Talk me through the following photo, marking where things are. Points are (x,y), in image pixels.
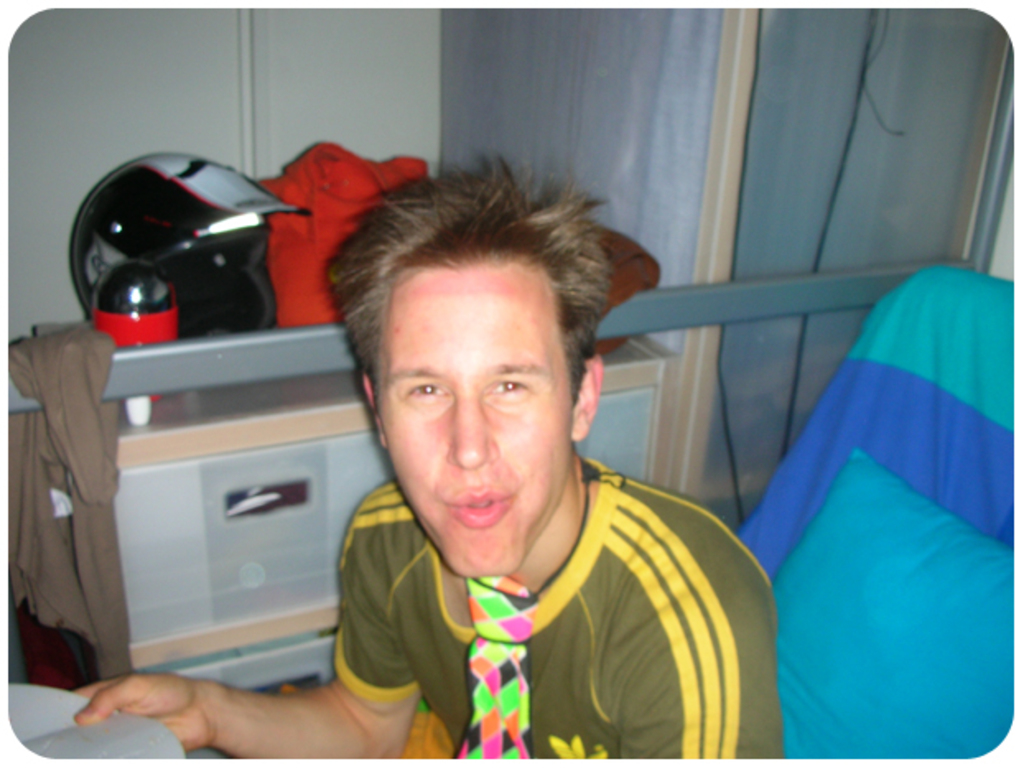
In this image there is a person (587,560) sitting on the chair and holding a book (88,724). In the background (100,83) there are a few objects (288,310) on the table (344,386), cupboard (727,223) and a wall (240,82).
